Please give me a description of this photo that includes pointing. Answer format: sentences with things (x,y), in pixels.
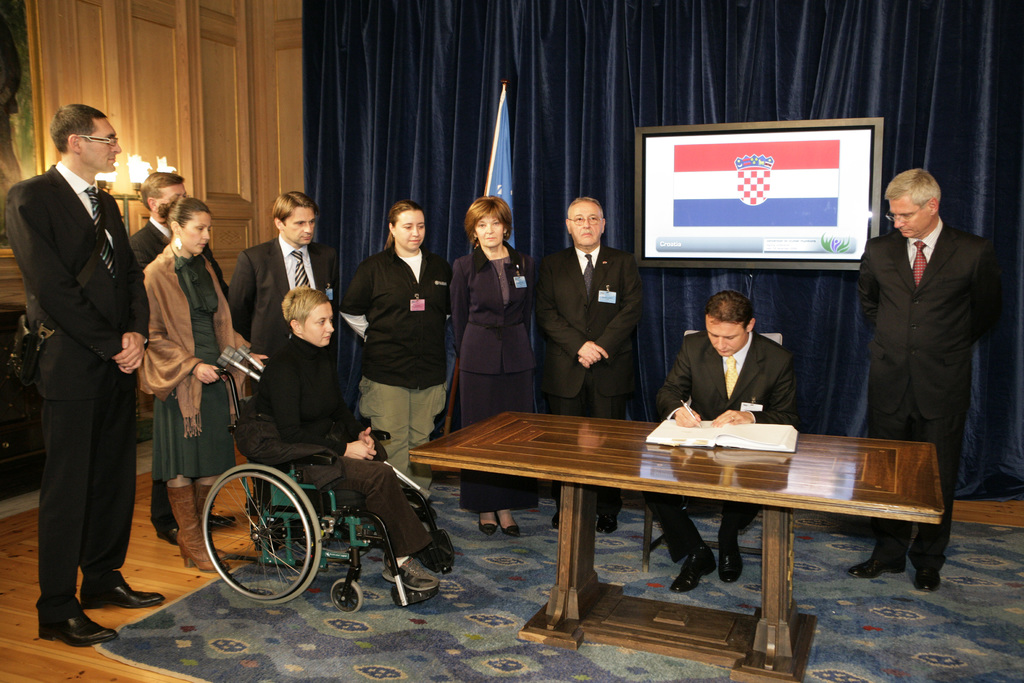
In the picture we can see a people (111,283) standing and one woman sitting on a wheelchair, one man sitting on a chair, near the table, he is writing something on the book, in the background (655,356) we can see a poster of flag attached to the curtain (790,313) which is blue in color and just beside to it there is a wooden wall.
